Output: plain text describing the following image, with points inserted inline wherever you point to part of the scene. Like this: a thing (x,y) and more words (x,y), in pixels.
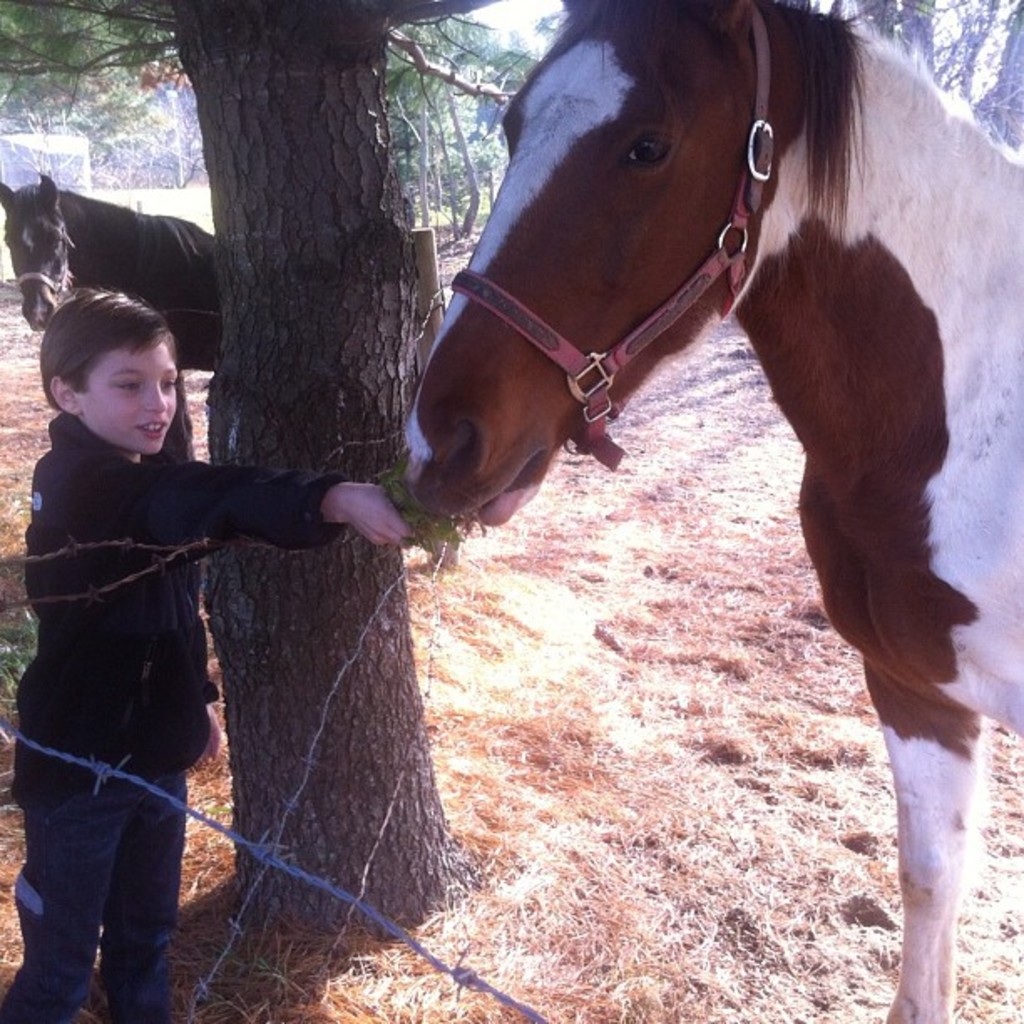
In this image we can see a child (240,524) feeding grass (411,503) to the horse (693,247), there we can see another horse (195,296), few trees (296,7), grass (699,865) and a fence wire (506,1003).
